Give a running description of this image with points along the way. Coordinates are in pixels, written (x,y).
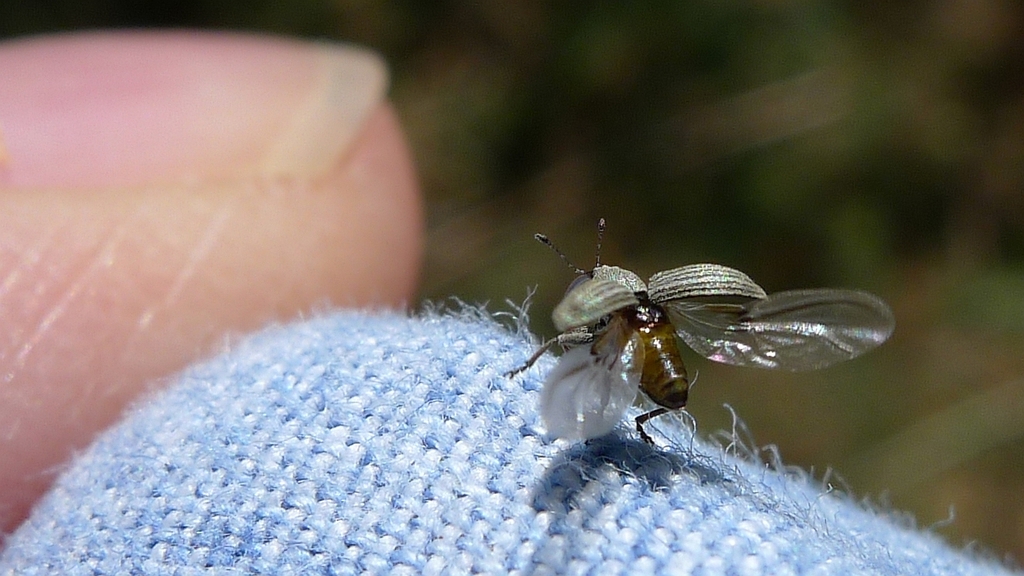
This picture contains an insect (560,333) which is in brown color is on the blue color cloth (496,457). Beside that, we see a finger (206,233) and the nail (211,156) of the hand (251,207). In the background (696,171), it is blurred.
